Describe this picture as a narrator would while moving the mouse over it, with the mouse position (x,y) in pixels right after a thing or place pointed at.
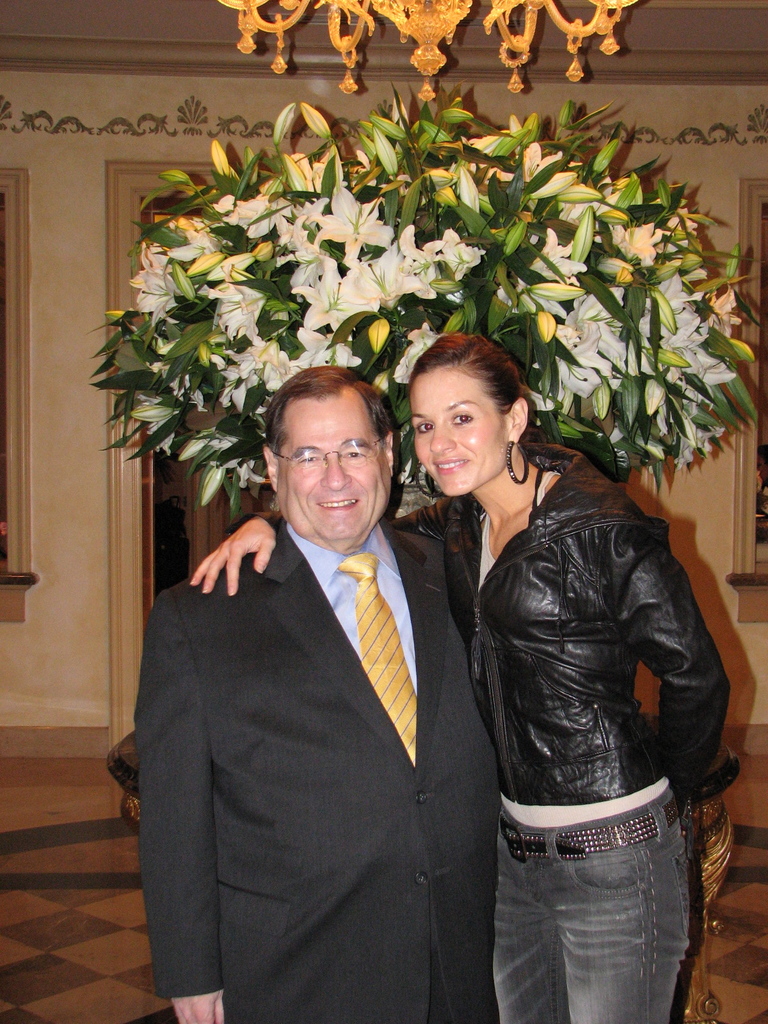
In this picture I can observe a man (398,979) and woman (515,594). Both of them are smiling. Man (352,600) is wearing coat (297,810). Behind the man (388,665) I can observe a plant (422,240). In the top of the picture (279,32) I can observe chandelier (400,16). In the background (261,51) there is a wall (57,166).
